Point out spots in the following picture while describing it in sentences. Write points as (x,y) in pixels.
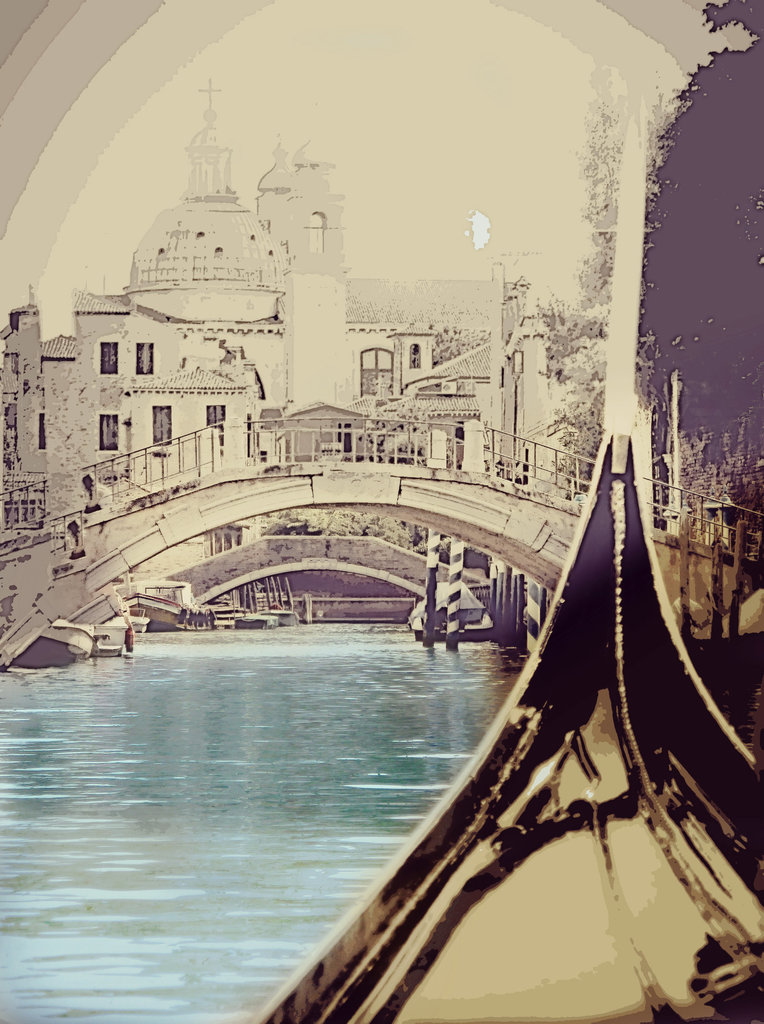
In the center of the image (255,497) we can see foot over bridge (383,493) above the lake (204,663). In the background (139,400) we can see buildings (173,355), poles (455,583) and sky (399,145). At the bottom (598,712) there is a boat (441,899).
